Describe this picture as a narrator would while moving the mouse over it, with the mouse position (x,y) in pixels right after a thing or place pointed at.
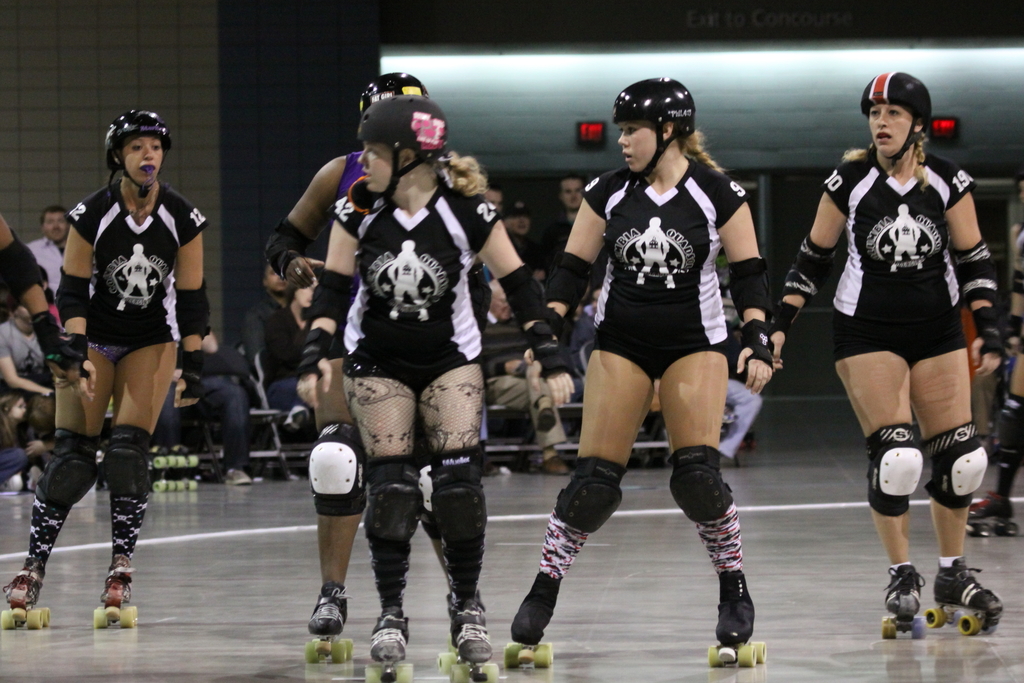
In this picture we can see a group of girls (735,297) wearing a black dress (699,284) and skating. Behind there are some people (273,379) sitting and looking at them. In the background (225,84) we can see the wall (174,66) and lights (783,74).
